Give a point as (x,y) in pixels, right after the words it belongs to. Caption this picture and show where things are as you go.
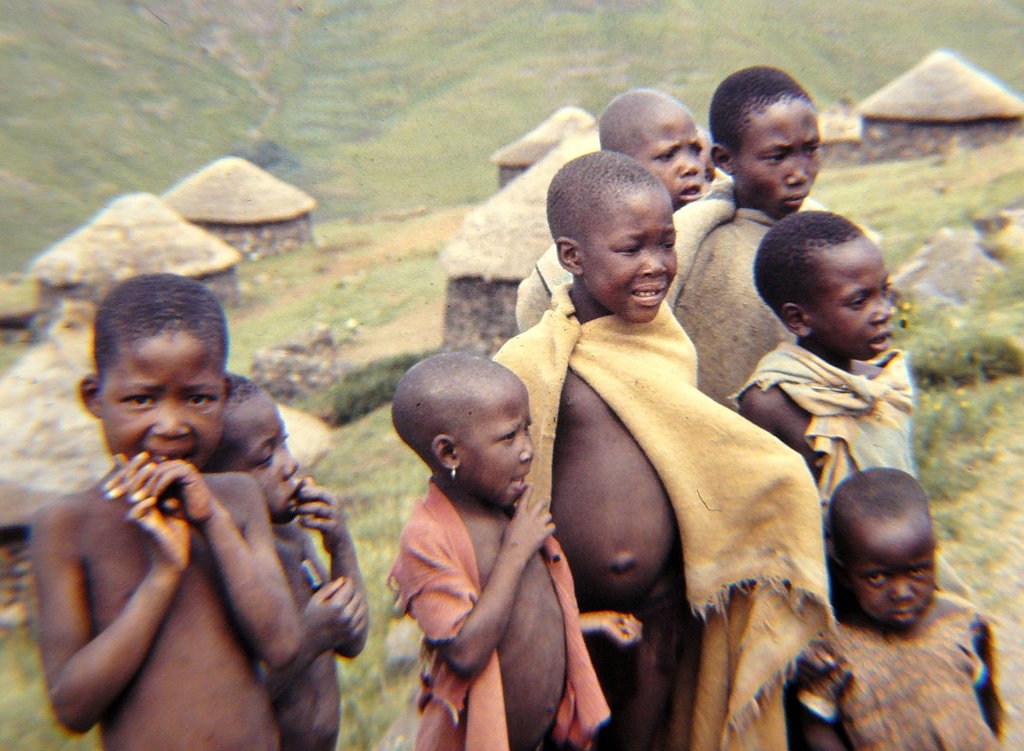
In the picture we can see some tribal children (650,642) standing with some clothes (728,376) and in the background (95,148) we can see some grass hills (83,157) and huts (89,329) on it.
